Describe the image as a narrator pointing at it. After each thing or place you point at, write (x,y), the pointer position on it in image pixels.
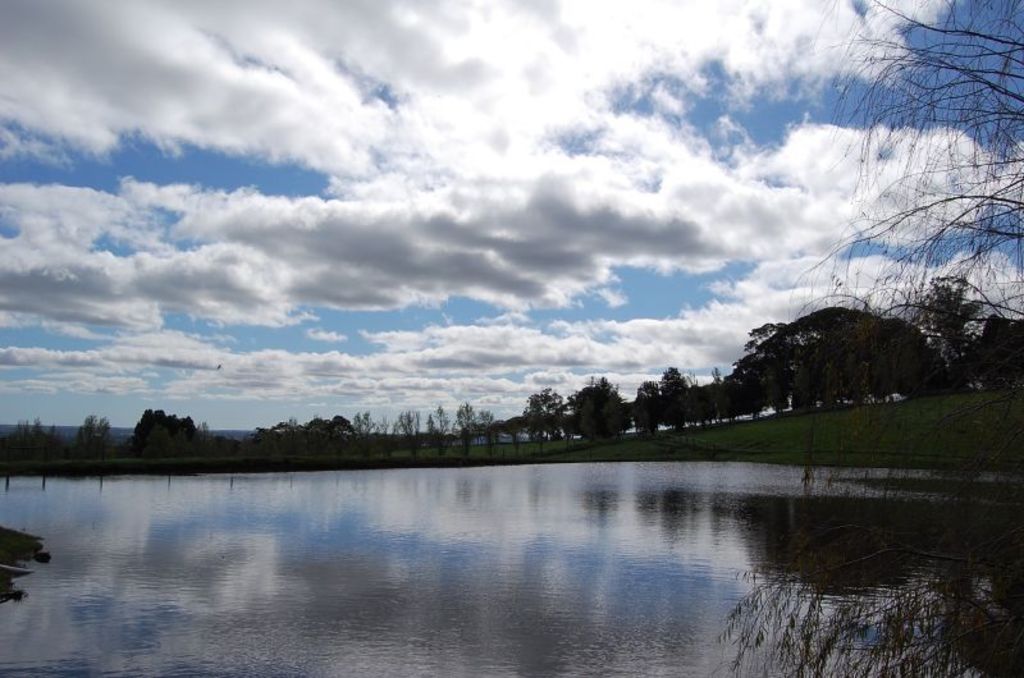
In this image in the front (451,492) there is water (436,507). In the background (672,401) there are trees (463,427), there is grass (816,428) on the ground (806,431) and the sky (679,190) is cloudy.
